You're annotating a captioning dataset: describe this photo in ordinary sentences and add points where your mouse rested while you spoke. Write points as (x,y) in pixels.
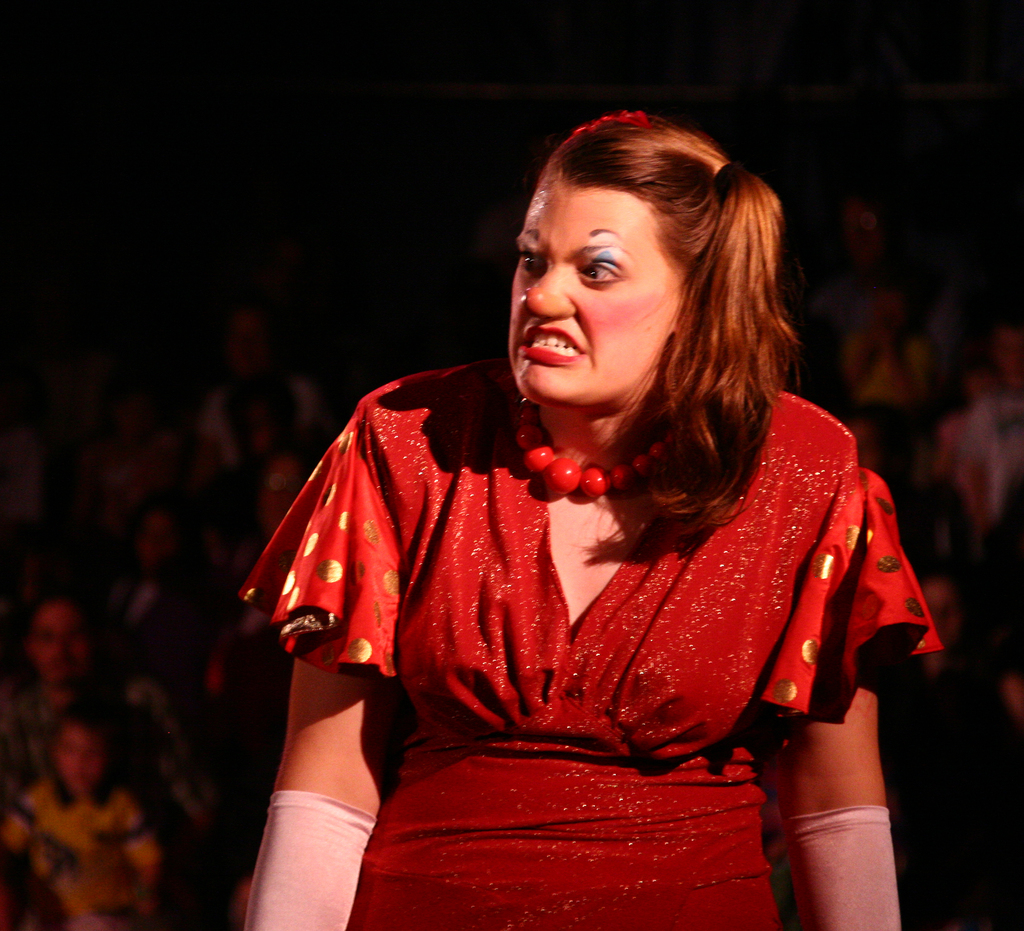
In this image we can see a woman (571,593). On the backside (171,474) we can see a group of people (182,580) sitting.
